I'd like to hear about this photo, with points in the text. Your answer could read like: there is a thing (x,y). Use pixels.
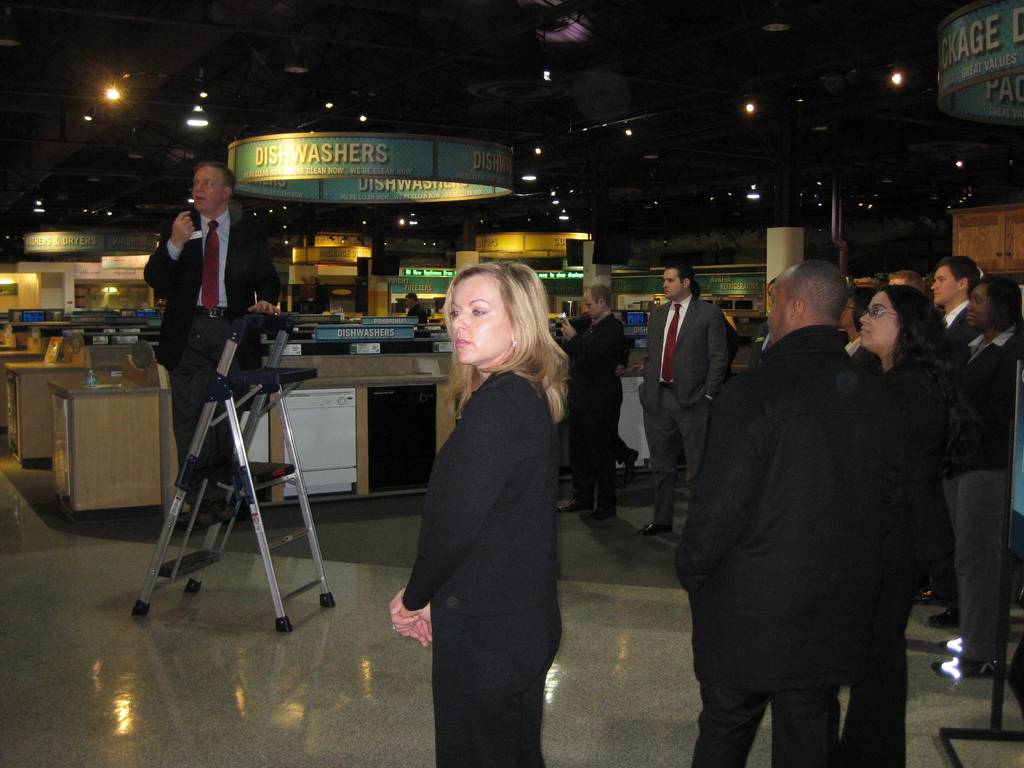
In this image I can see few persons (447,469) wearing black colored dresses (447,469) are standing on the ground (342,664) and another person (234,291) standing on the ladder (260,404). In the background (156,360) I can see few wooden desks (134,476), few boards (617,289), the ceiling (565,33) and few lights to the ceiling (525,51).
